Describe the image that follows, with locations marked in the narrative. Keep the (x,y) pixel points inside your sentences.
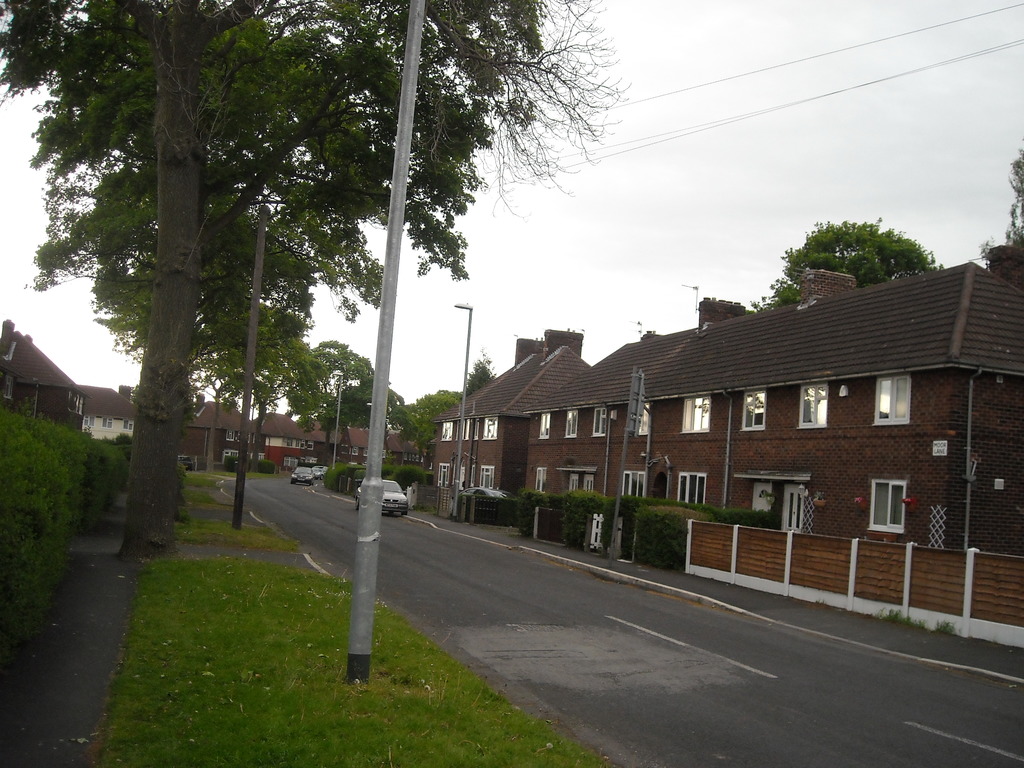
Here in this picture we can see houses (514,480) present all there and we can also see cars (385,484) and light posts (391,325) present and we can see trees (173,435) and plants (579,525) present and on the left side (29,514) we can see bushes (56,560) present and we can see some part of ground (203,608) is covered with grass (189,634) over there and we can also see clouds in the sky (474,266) over there.
